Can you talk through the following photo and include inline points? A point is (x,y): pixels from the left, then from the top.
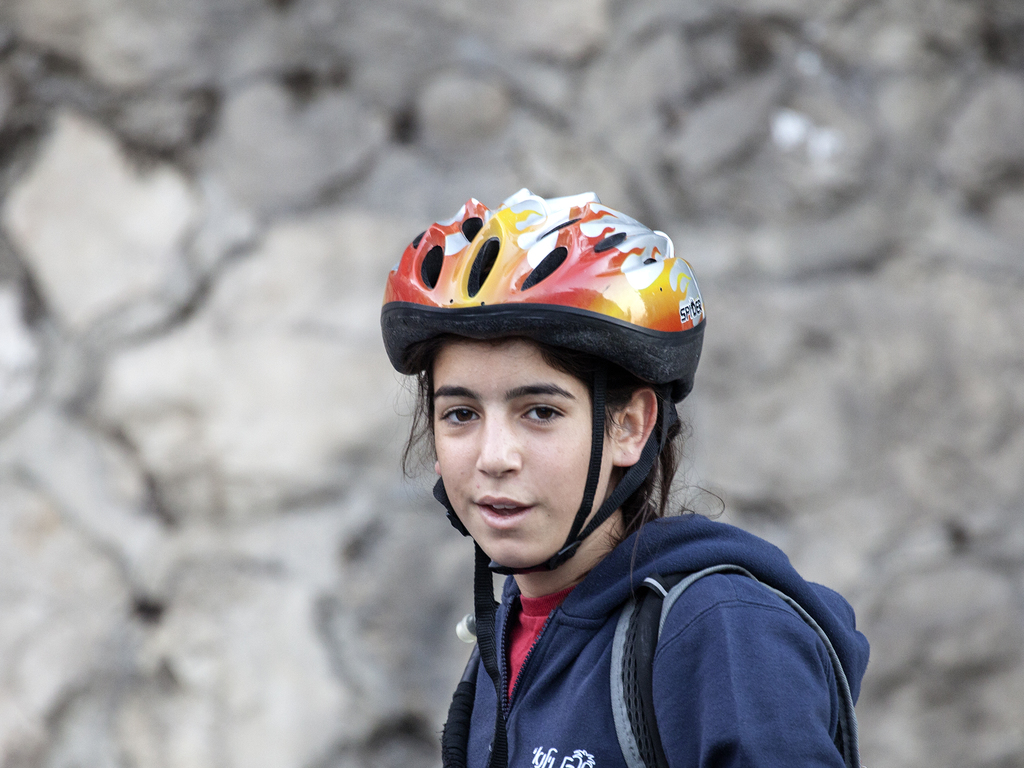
In this picture we can see a person (664,508) here, this person (611,525) wore a helmet (610,507) and a sweater (691,681), there is a blurry background (228,374) here.
